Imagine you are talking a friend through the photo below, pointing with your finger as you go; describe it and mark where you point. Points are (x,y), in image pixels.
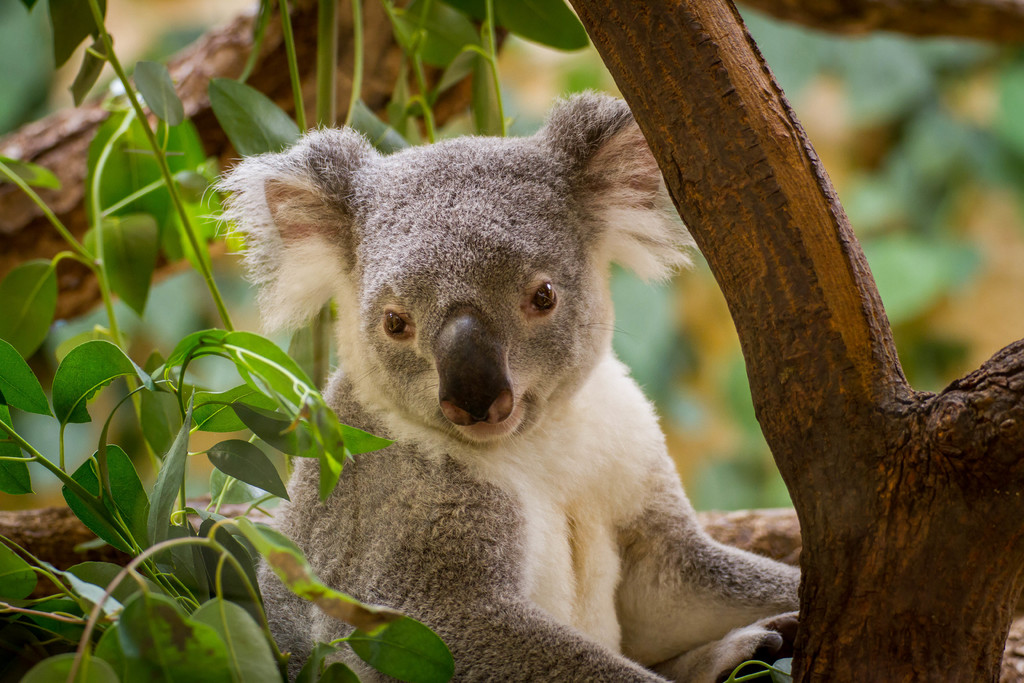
In the picture we can see a tree (231,476) with leaves (190,561) and on it we can see an animal (415,488) sitting.
